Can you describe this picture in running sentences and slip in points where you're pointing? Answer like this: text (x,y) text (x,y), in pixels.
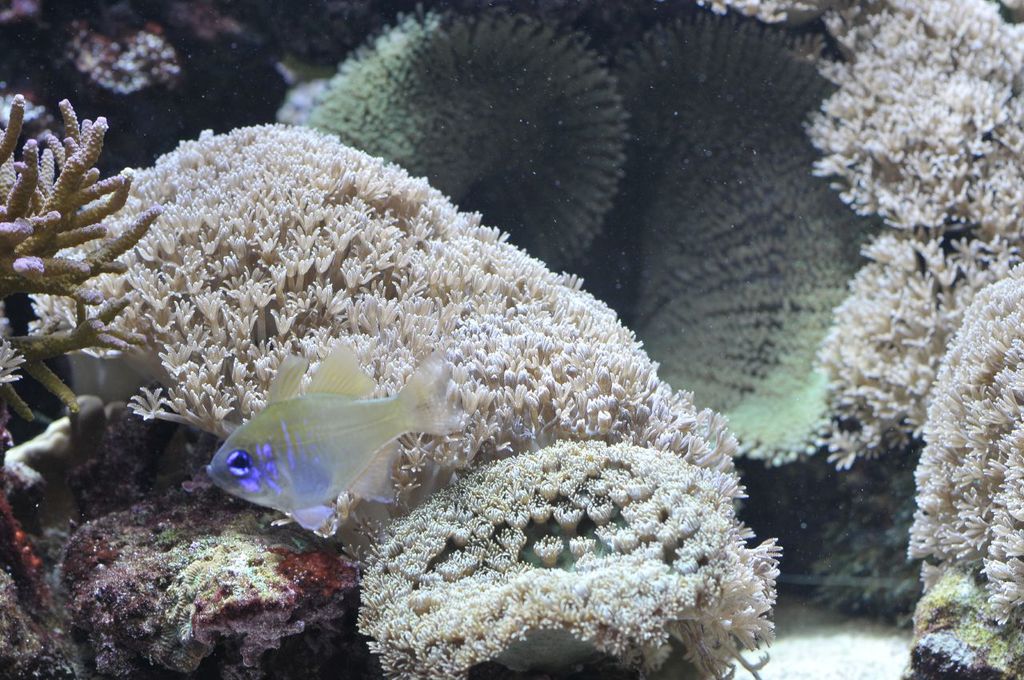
This picture is taken inside the water (569,324). In this image, on the left side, we can see a fish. In the background (280,258), we can see some plants (751,415).
